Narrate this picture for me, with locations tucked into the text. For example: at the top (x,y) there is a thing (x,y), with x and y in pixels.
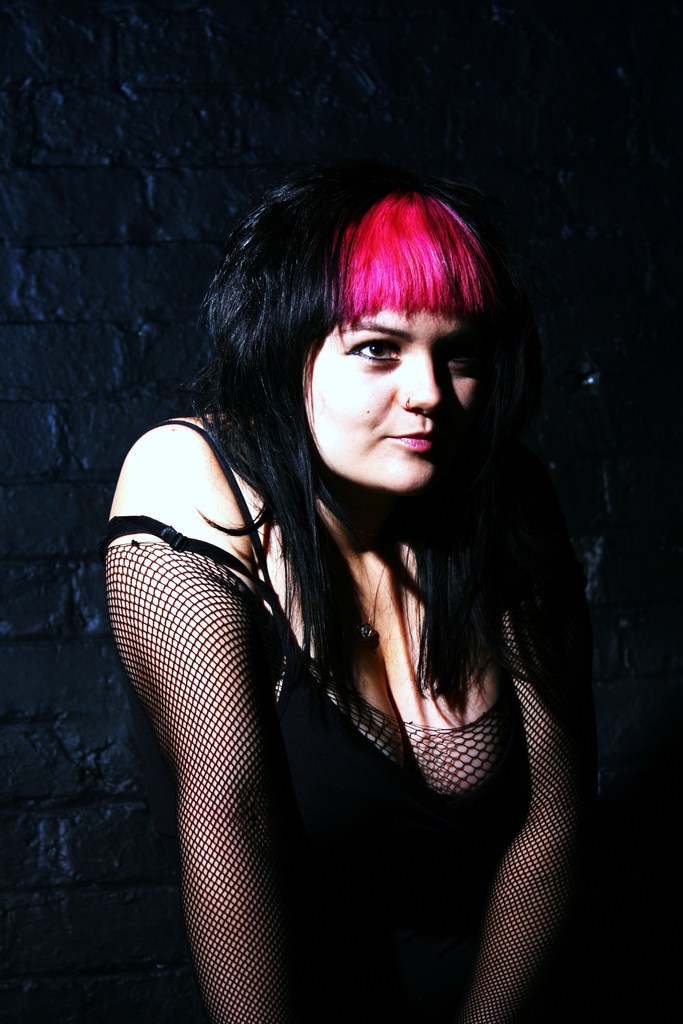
In this image we can see a woman (306,843) wearing a dress (436,778). In the background (436,149), we can see the wall (136,197).
